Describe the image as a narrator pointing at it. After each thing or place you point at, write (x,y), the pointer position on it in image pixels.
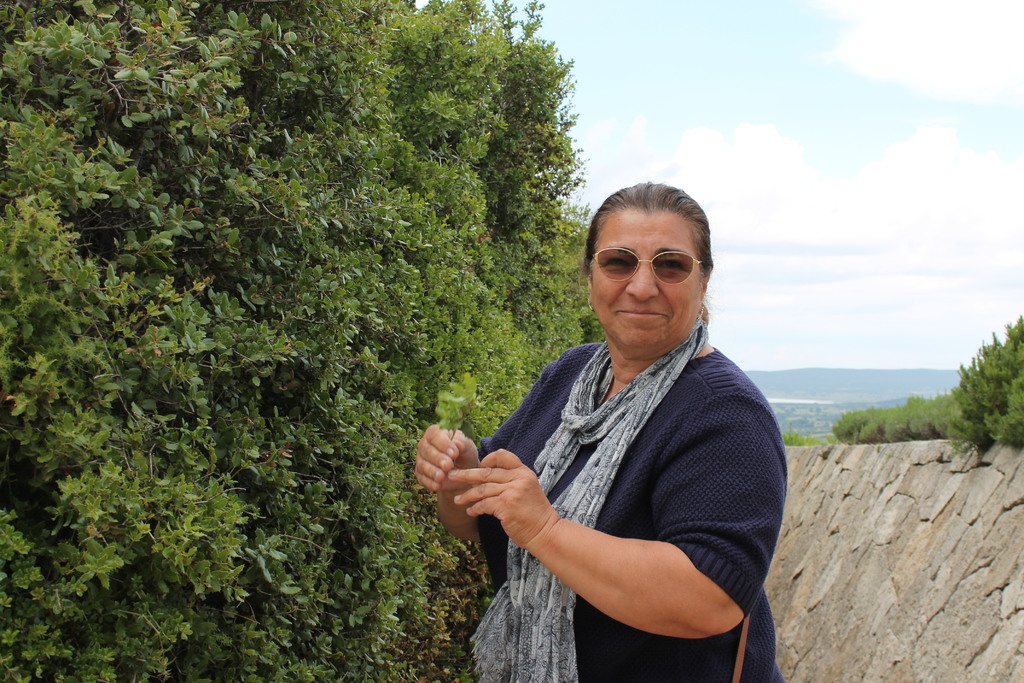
In this image I see a woman (644,295) who is smiling and I see that she is wearing shades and in the background (562,248) I see the trees (30,591) and plants (882,421) over here and I see the surface (869,533) which is made of stones (823,536) and I see the sky (798,317) which is cloudy and I see the mountains (831,373) over here.
